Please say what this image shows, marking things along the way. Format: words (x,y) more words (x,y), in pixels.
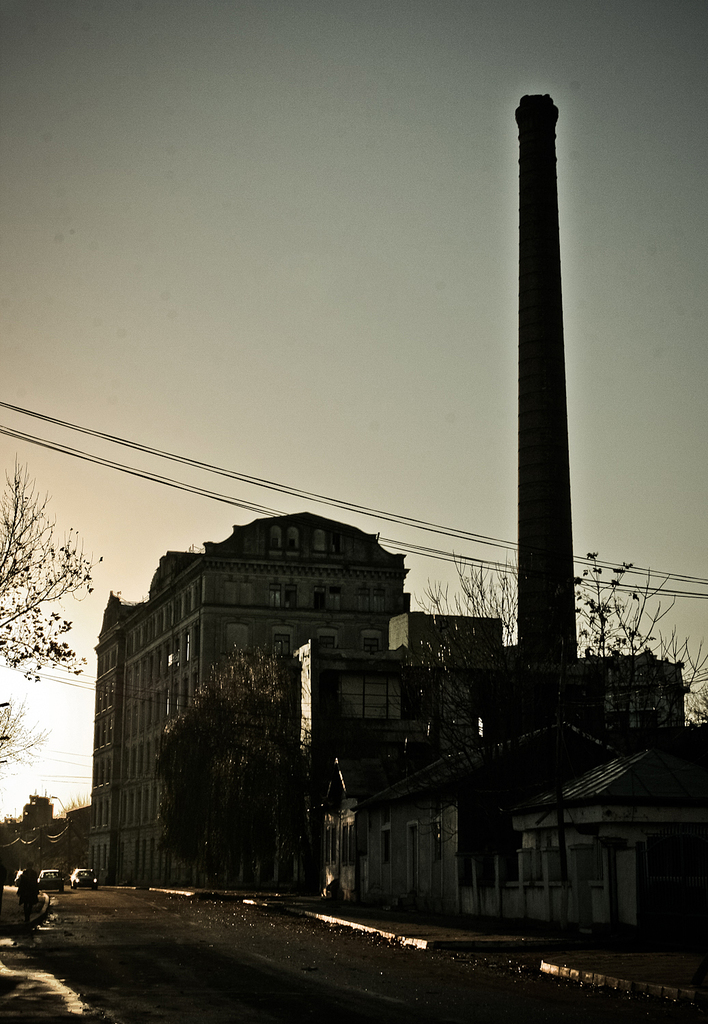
In this image, we can see some trees (604,602) and buildings (492,746). There is a tower (554,458) on the right side of the image (550,450). There is a road (241,950) at the bottom of the image (329,986). There is a sky (364,106) at the top of the image (364,85).
